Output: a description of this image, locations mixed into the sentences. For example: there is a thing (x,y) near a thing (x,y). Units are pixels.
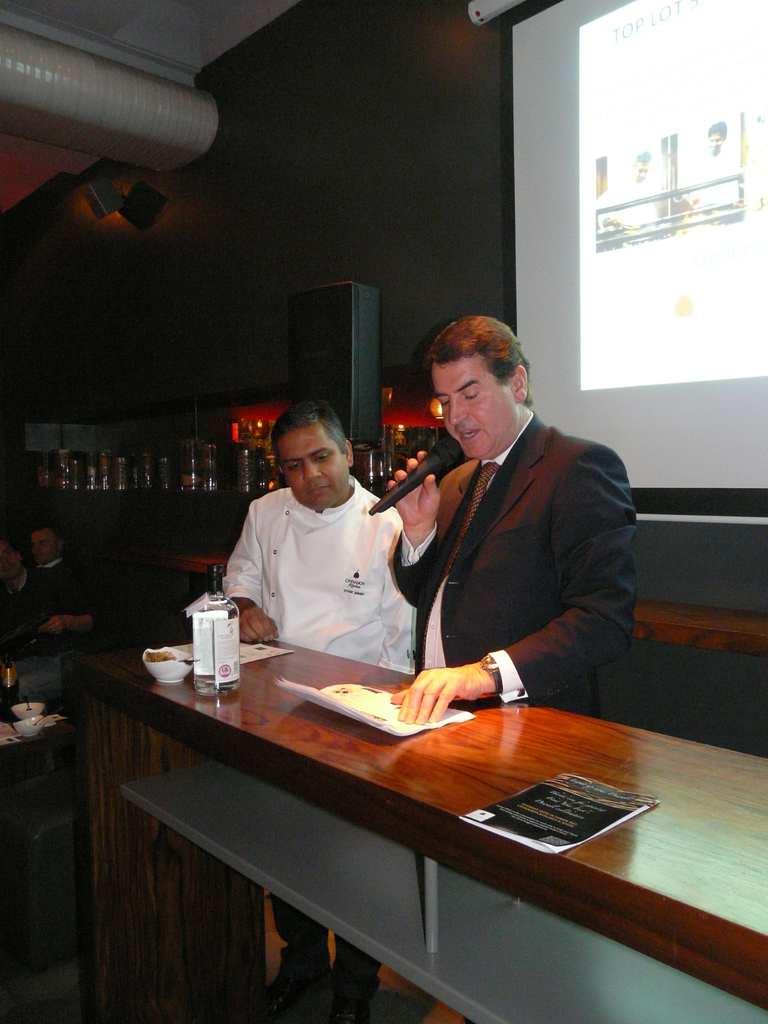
A person (533,559) wearing a black coat (505,590) and a watch (489,659) is holding a mic (435,458) is talking. Next to him another person (318,569) wearing white dress (324,548) is standing. In front of them there is a table (248,740). On the table (676,909) there are some books (515,802), papers (381,714), bottle (194,626), bowl (165,664) with some food item (158,653). In the background (627,222) there is a screen (599,225), speaker (373,298), wall (273,278), cupboard (142,454). On the cupboard (134,445) there are many bottles (204,444). Also two persons (44,596) on the left side (51,587). And there is a table (51,764). On the table (33,743) there are some bowls (31,733) with spoons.
